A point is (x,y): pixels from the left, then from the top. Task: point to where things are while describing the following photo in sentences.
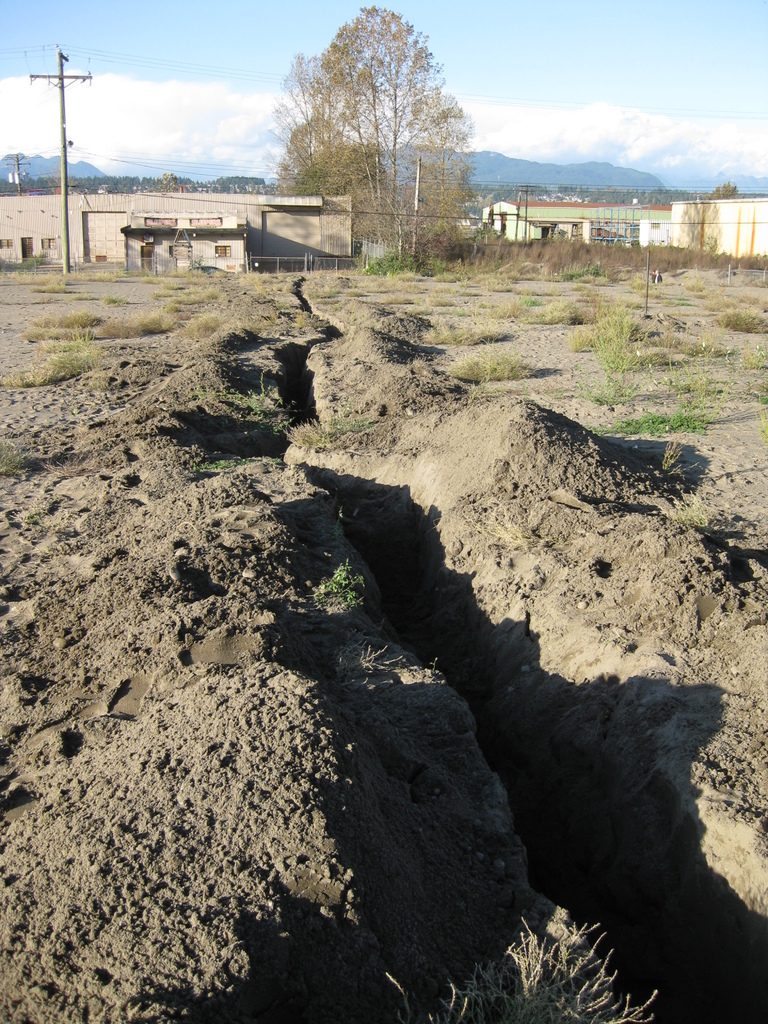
In this picture I can see buildings (244,243), there are plants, trees (310,100), there are poles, cables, there are hills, and in the background (502,66) there is the sky (485,79).
